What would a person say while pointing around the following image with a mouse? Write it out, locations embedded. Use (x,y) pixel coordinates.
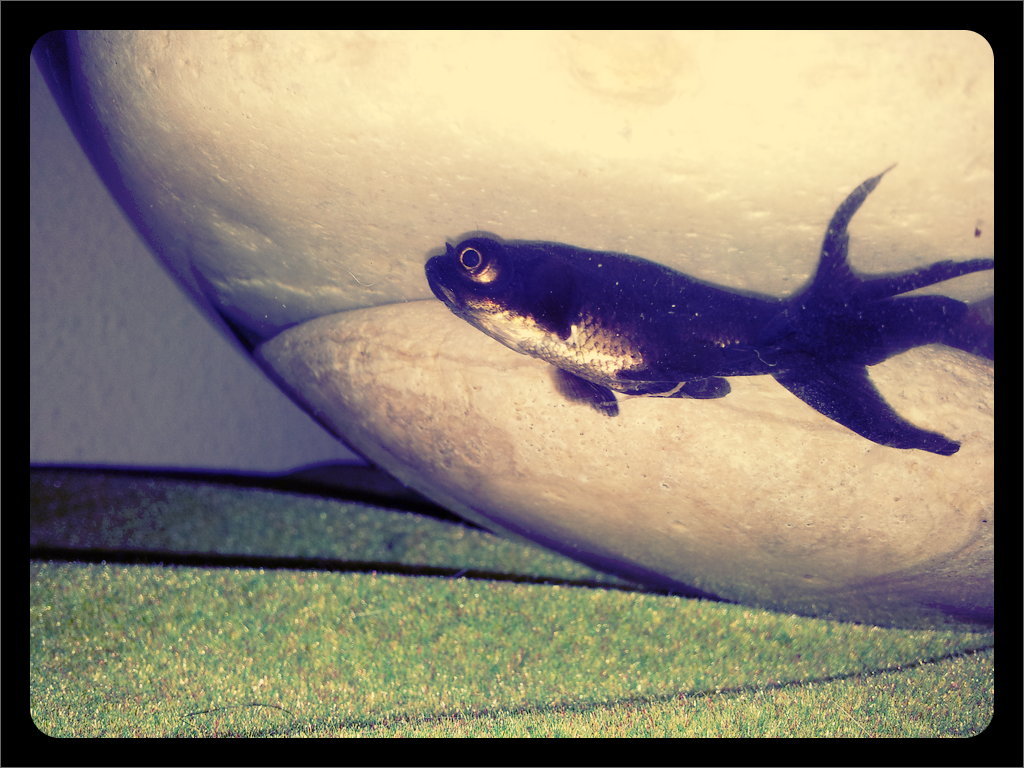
This is an edited image it has borders (821,26) at the four sides. In the center of the image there is a fish (906,426).
